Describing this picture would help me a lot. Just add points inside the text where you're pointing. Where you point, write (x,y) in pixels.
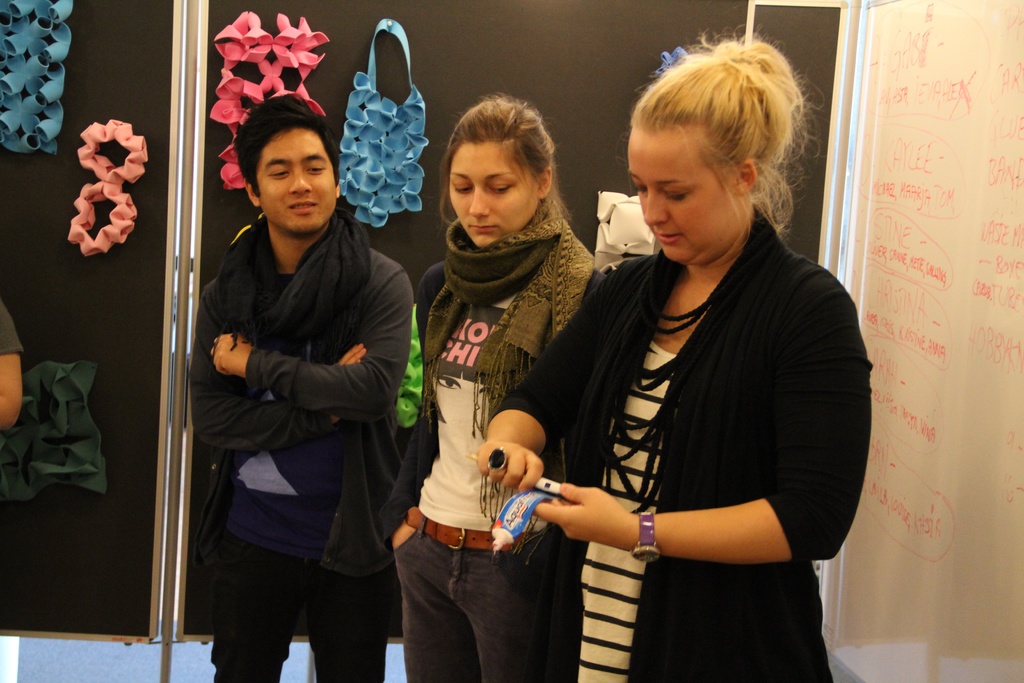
In this image I can see few persons (614,346) wearing black colored dresses (582,307) are standing and I can see a woman (578,455) on the right side (699,340) is holding few objects (521,501) in her hand (561,509). In the background (941,134) I can see the cream colored surface (970,214) and the black colored surface (528,51) to which I can see few objects (20,12) are hanged which are pink, blue and green in color.
